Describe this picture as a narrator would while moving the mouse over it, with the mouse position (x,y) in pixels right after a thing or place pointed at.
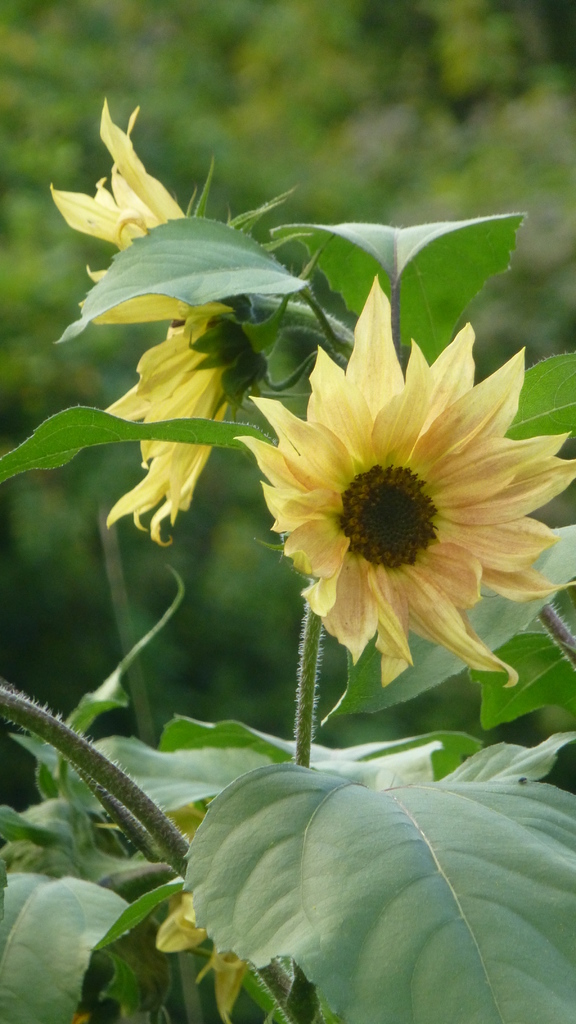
In the image there are flowers (244,325) with leaves (422,815). Behind them there is a blur background (535,89).
